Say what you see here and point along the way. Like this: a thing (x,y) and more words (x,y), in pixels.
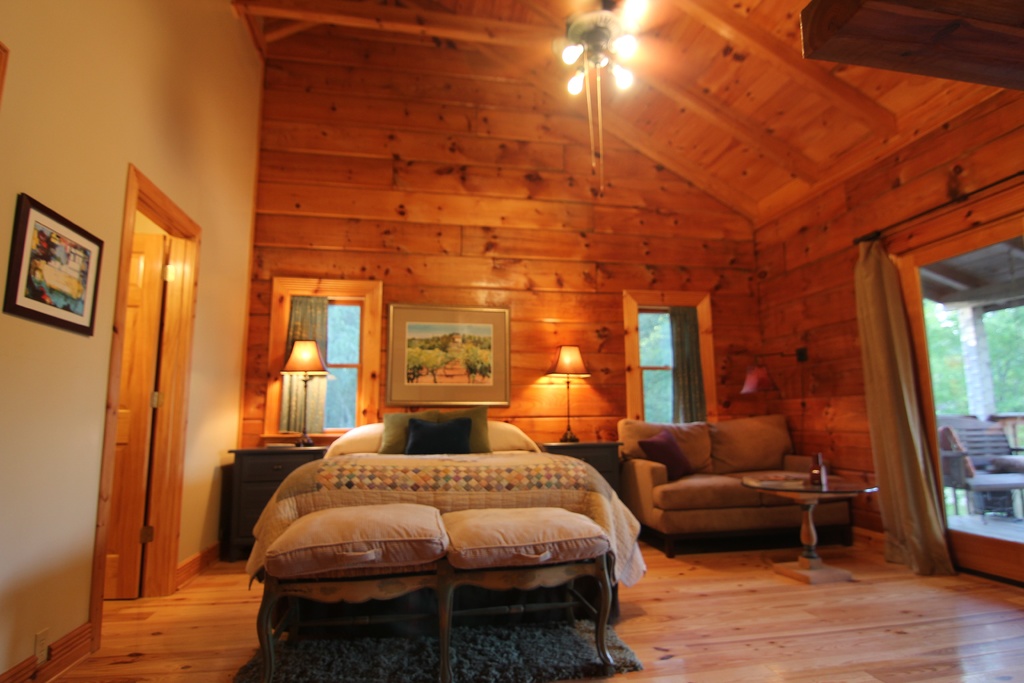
In this picture we can see a bed (412,479). These are the pillows (379,517) and there is a sofa (744,477). This is floor (751,639). On the background (557,255) there is a wall (459,277) and these are the frames (59,245). Here we can see a door (179,264) and this is lamp (304,377). And there is a curtain (908,524).
